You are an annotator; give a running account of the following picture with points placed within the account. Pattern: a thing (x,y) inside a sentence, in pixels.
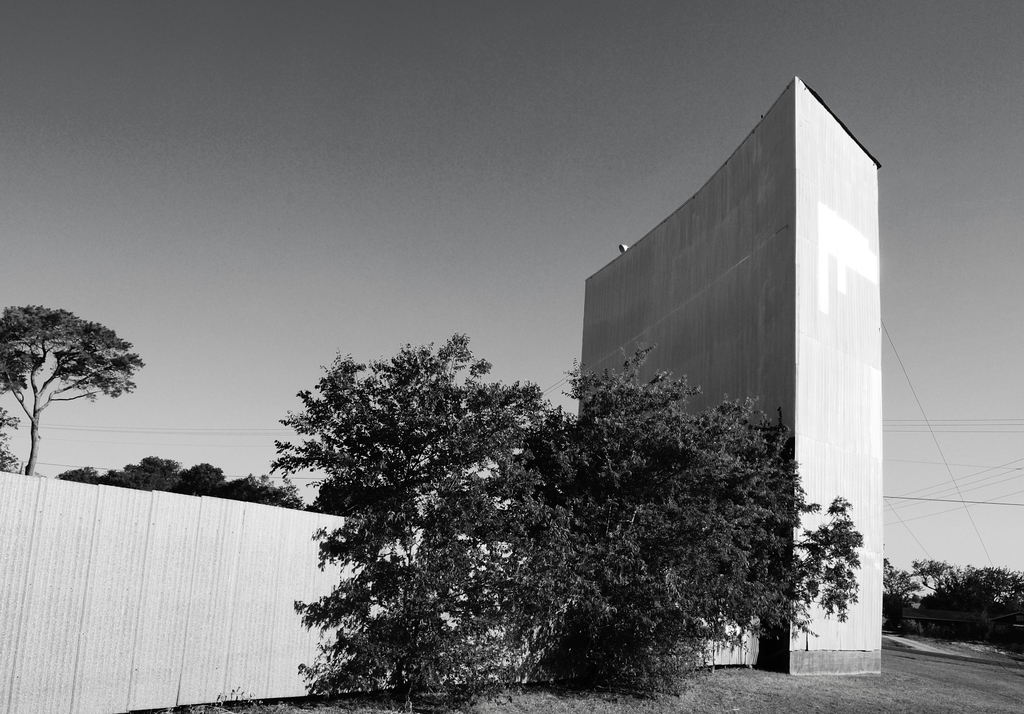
In this picture we can observe trees (442,458). There is a metal wall (203,607) here. We can observe a wall (756,296). In the background (354,218) there is a sky (339,177).
